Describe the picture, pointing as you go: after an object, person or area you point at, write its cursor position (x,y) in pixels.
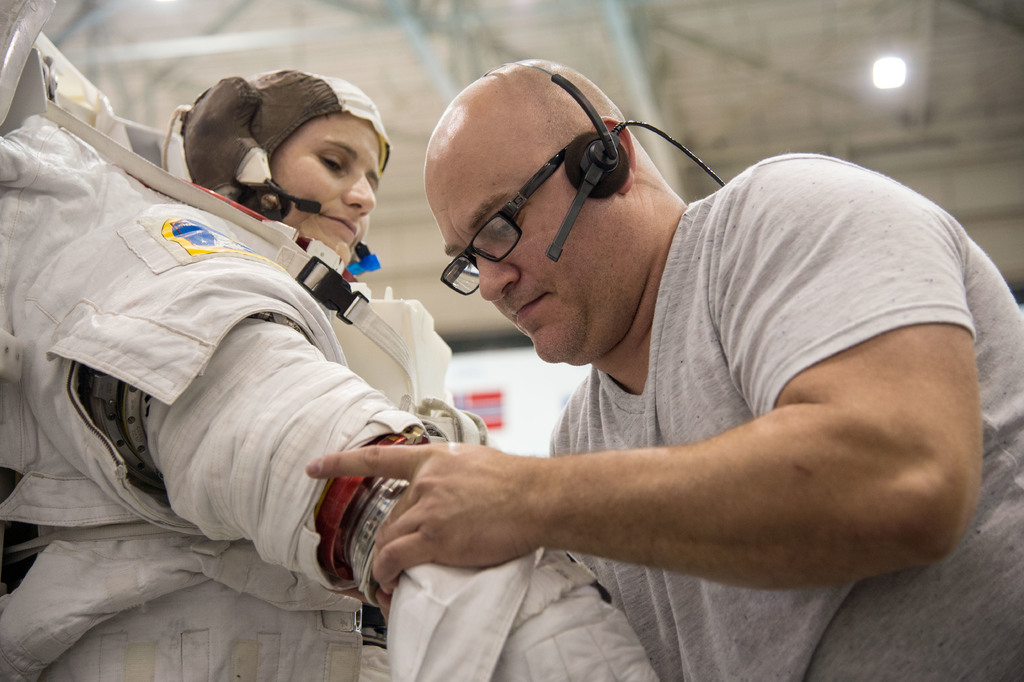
On the left side (249,235), there is a person (174,388) in white color dress (150,356), wearing a mic (306,207) and standing. On the right side (977,497), there is a person (806,245) in gray color t-shirt (700,233), wearing a spectacle (472,282) and a mic (568,210), standing and holding hand (543,609) of a person (253,444) who is opposite to him. In the background (924,77), there is a light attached to the roof (605,43).
